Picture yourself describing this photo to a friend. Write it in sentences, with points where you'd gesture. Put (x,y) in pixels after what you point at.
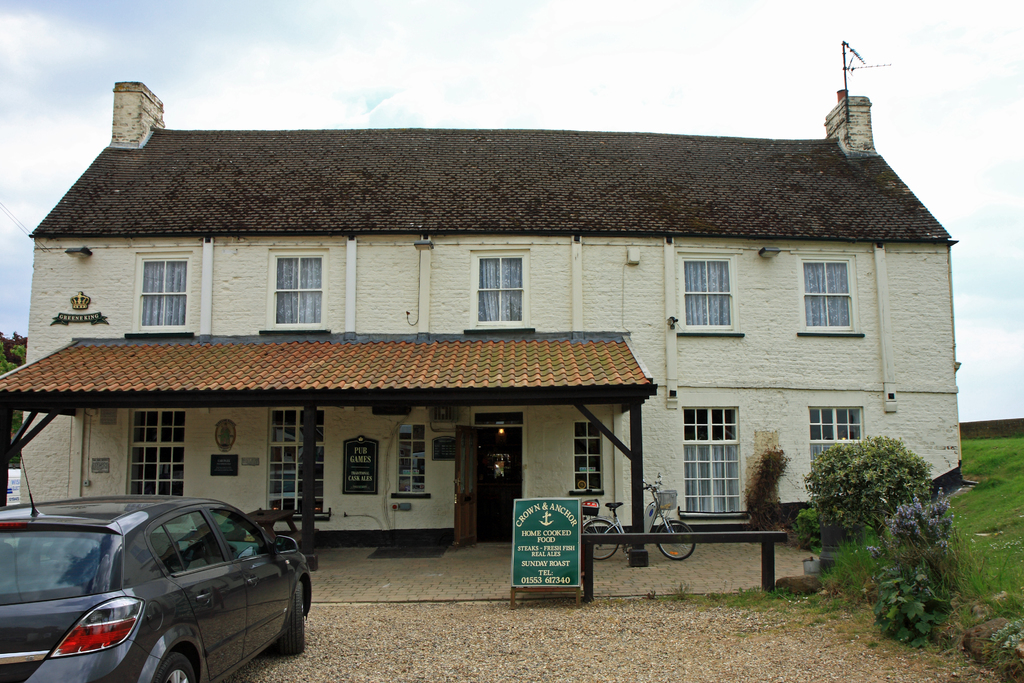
This is the building (623,322) with windows (723,463). Here is the wooden door (468,482). I think these are the curtains (285,296), which are hanging inside the building (512,291). This is the bicycle (655,503). This is the board (574,537). This looks like a wooden bench (770,537). These are the small bushes (898,531) and grass (978,511). I can see a car (191,626), which is parked in front of the building (334,485). This looks like a board (359,461), which is attached to the building wall (350,413).
